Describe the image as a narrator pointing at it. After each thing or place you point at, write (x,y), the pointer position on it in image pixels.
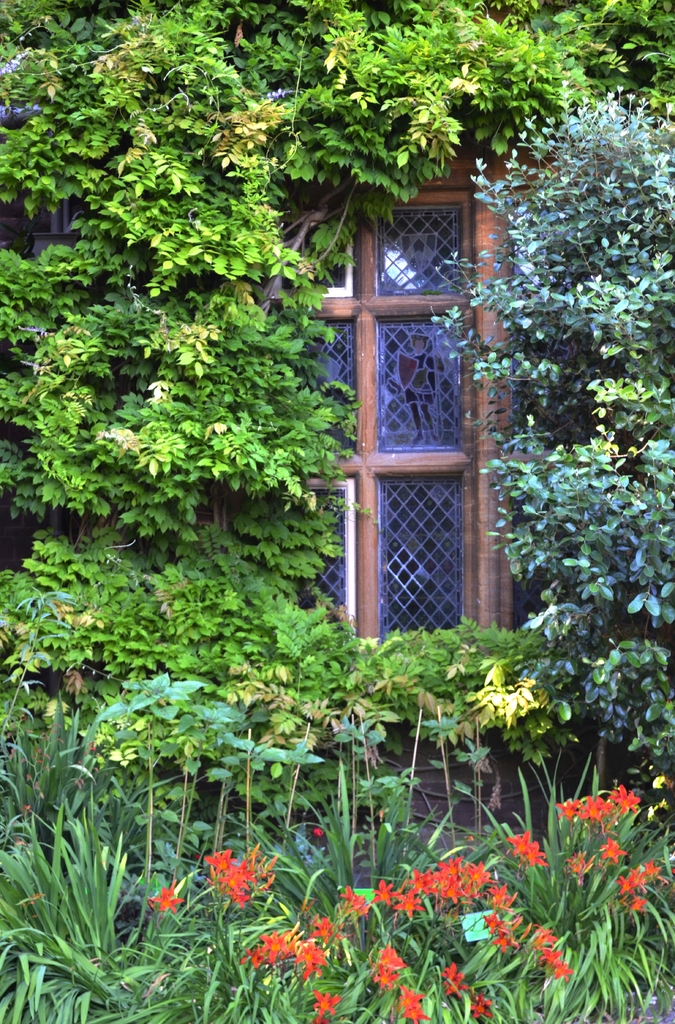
In this image I can see flowers (478,995) in orange color, background (499,322) I can see plants (180,386) and trees (503,313) in green color and I can see a window (461,496) in brown color.
